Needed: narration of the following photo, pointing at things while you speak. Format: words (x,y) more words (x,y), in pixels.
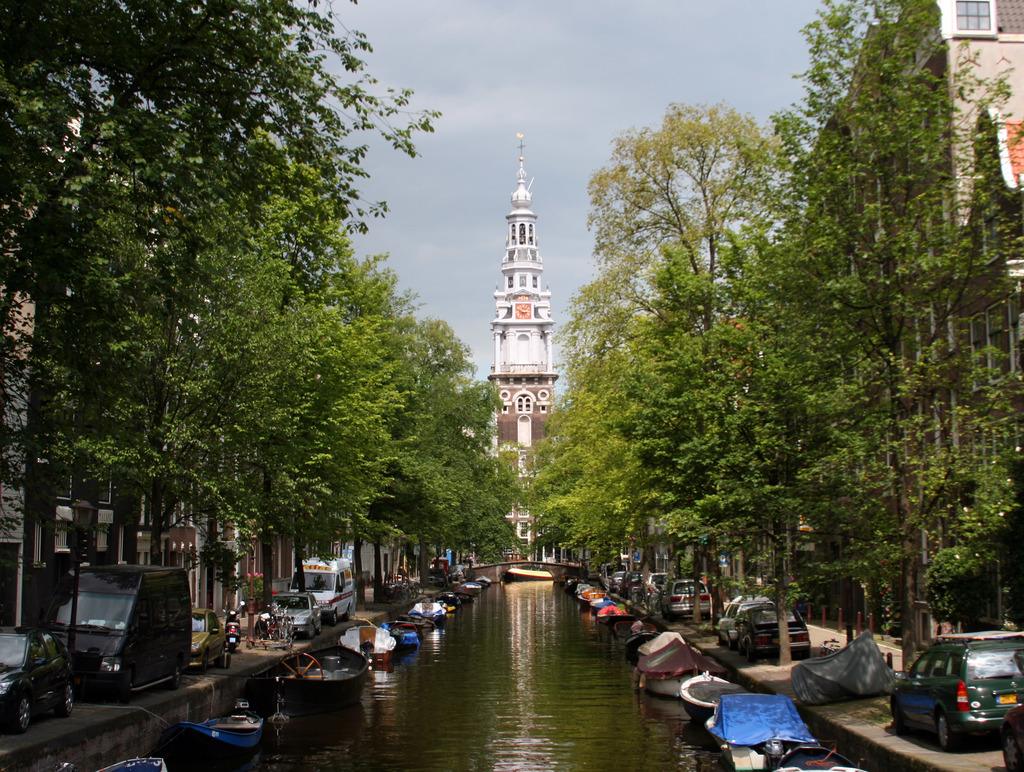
In the image there is a canal (233,760) in the middle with boats (301,703) on either side of it and there are few vehicles (777,633) on either side of the road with tree (26,66) beside it, in the back (508,417) there is a tower building (529,323) and above its sky (455,94) with clouds (533,74).
